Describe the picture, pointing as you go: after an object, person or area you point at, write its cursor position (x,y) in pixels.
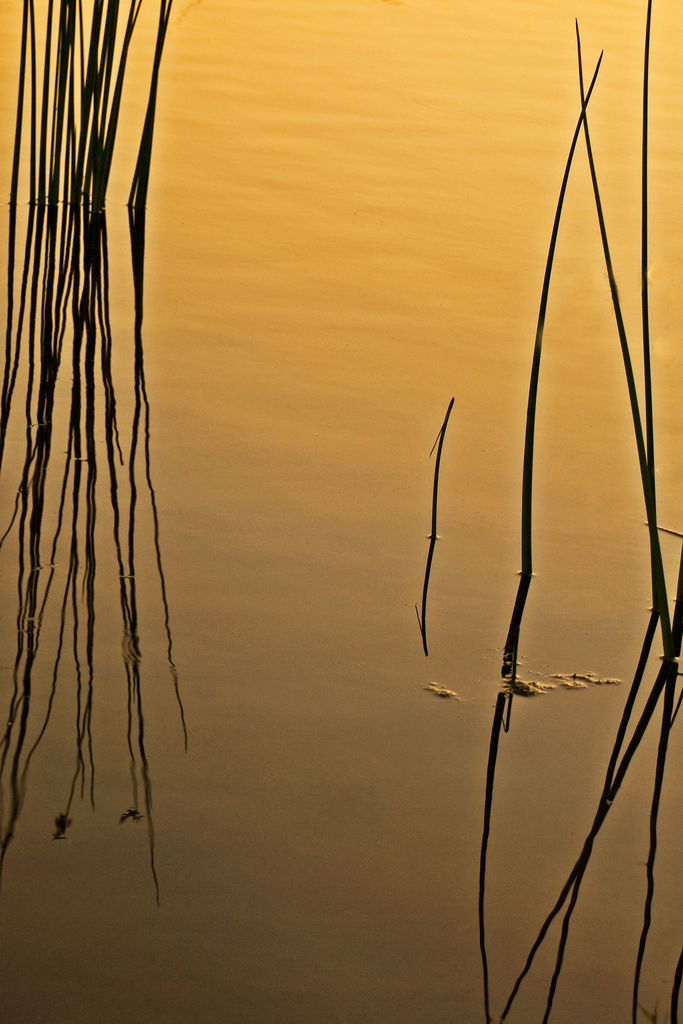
In this image we can see plants (94,46) and water (252,466).
